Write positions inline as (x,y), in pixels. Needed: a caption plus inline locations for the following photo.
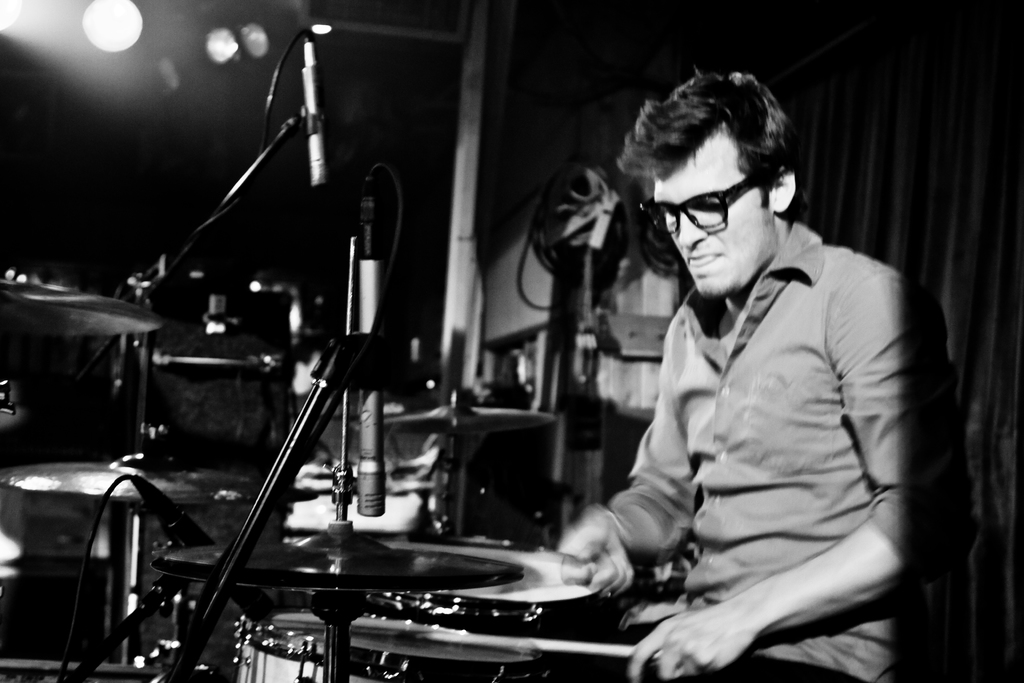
This is a black and white image. On the right side of the image (737,368) we can see a man (792,424) is sitting and playing the musical instruments (431,596). In the background of the image (917,115) we can see the lights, mics (311,77) with stands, pole (467,301), musical instruments (540,587), bags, wall (515,304), curtain (937,131).
